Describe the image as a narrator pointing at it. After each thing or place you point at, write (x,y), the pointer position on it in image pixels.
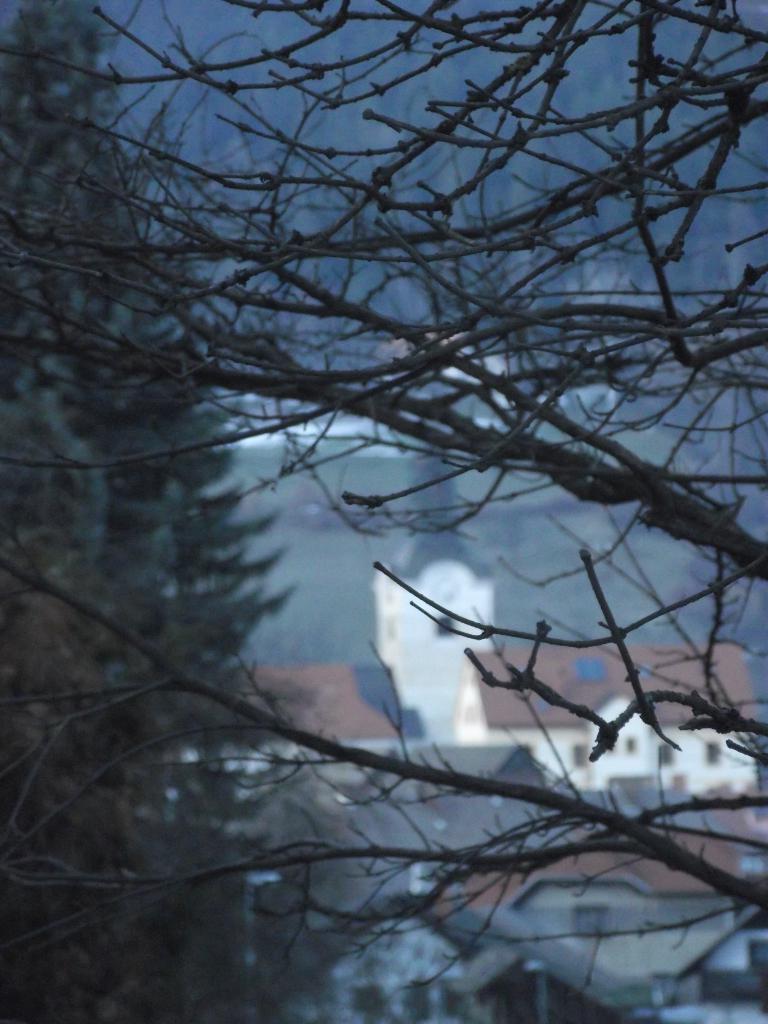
As we can see in the image there are trees (210,426) and buildings (482,716) in the background (592,792). The background (492,813) is little blurred.
